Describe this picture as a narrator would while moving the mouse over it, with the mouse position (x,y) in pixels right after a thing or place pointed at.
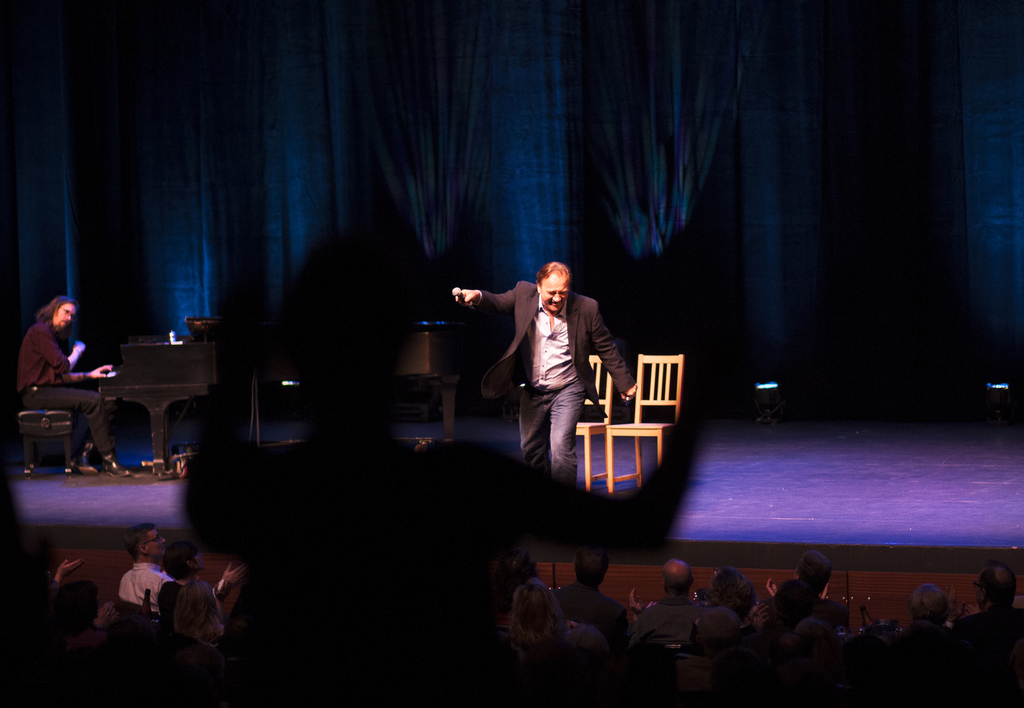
In this picture I can see there is a person (562,411) standing on the dais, he is wearing a blazer (574,347) and holding a microphone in his right hand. There are two chairs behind him, on to left (110,446) there is another persons (109,369) sitting on the chair (48,429) and playing the piano (181,374). There is a shadow (256,602) of a person (486,612) here at the bottom of the image (445,520) and there are few audience (532,637) sitting here, they are visible at the bottom of the image (866,658). In the backdrop (794,168) there are few lights (990,394) and curtains (558,132).
